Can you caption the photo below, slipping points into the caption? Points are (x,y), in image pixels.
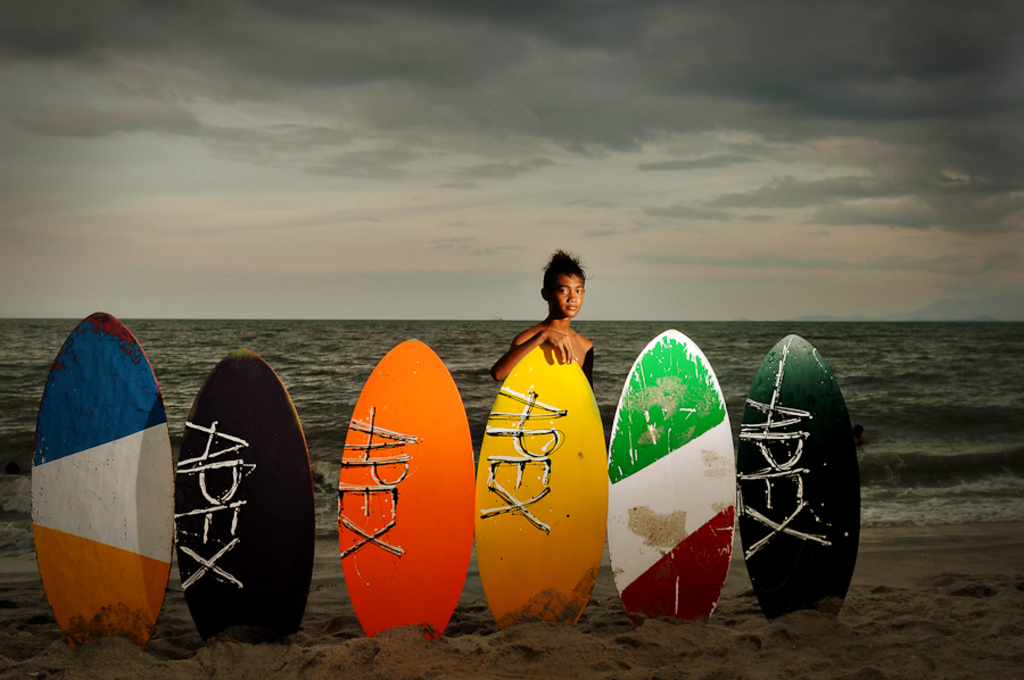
In this image there are few surfboards (539,372) in the sand (606,617), there is a person (574,350), an ocean (278,353) and a few clouds (32,22) in the sky (417,29).
